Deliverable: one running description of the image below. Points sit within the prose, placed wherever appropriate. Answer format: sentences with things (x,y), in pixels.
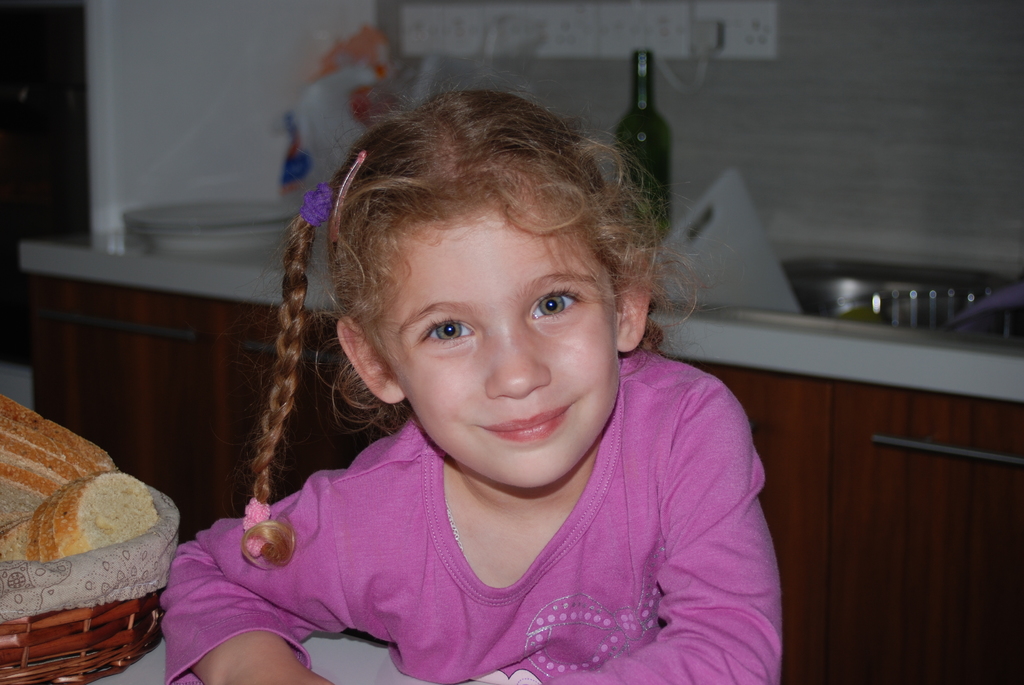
In this picture there is a small girl (419,670) in the center of the image (383,363), there is a basket (61,591), in which there are breads (10,538), on the left side of the image (154,529) and there is a sink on the right side of the image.
